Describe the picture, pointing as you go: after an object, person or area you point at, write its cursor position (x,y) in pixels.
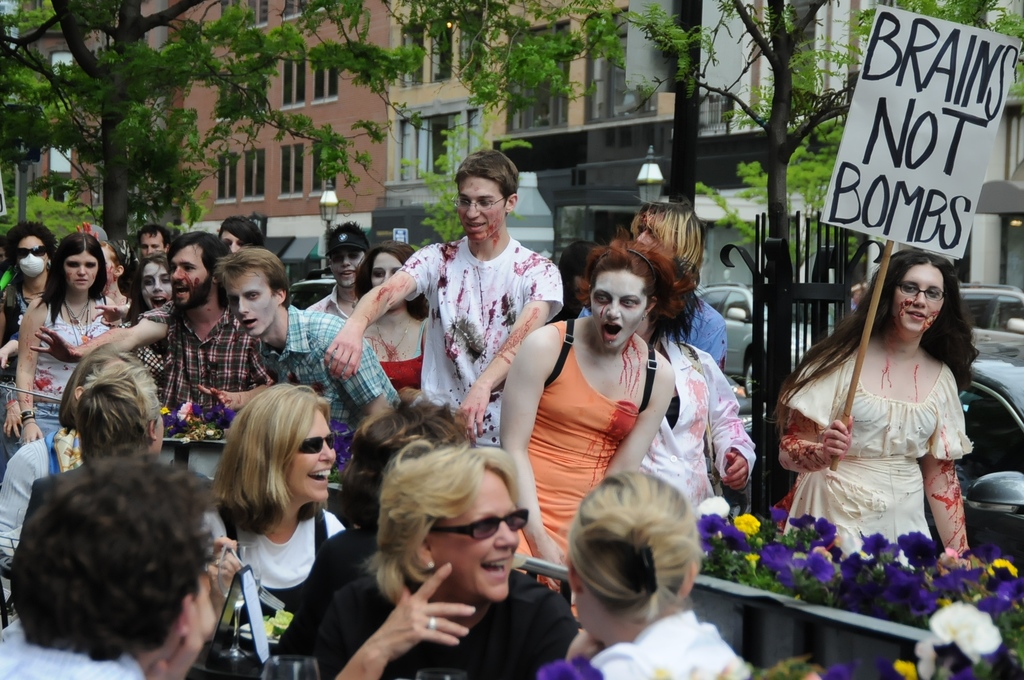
Here in this picture we can see a group of people (720,438) standing over a place and some of them are wearing paintings (622,333) on their faces (639,320) and the woman (908,371) on the right side (945,370) is holding placard (944,201) in her hand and we can see some people (460,553) are wearing goggles (445,529) on them and smiling and in the middle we can see flower plants (789,565) present and behind them we can see cars (830,315) present on the road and we can also see buildings (417,183) with windows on it present and we can also see lamp posts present and we can also see plants (867,594) and trees (173,183) present.
